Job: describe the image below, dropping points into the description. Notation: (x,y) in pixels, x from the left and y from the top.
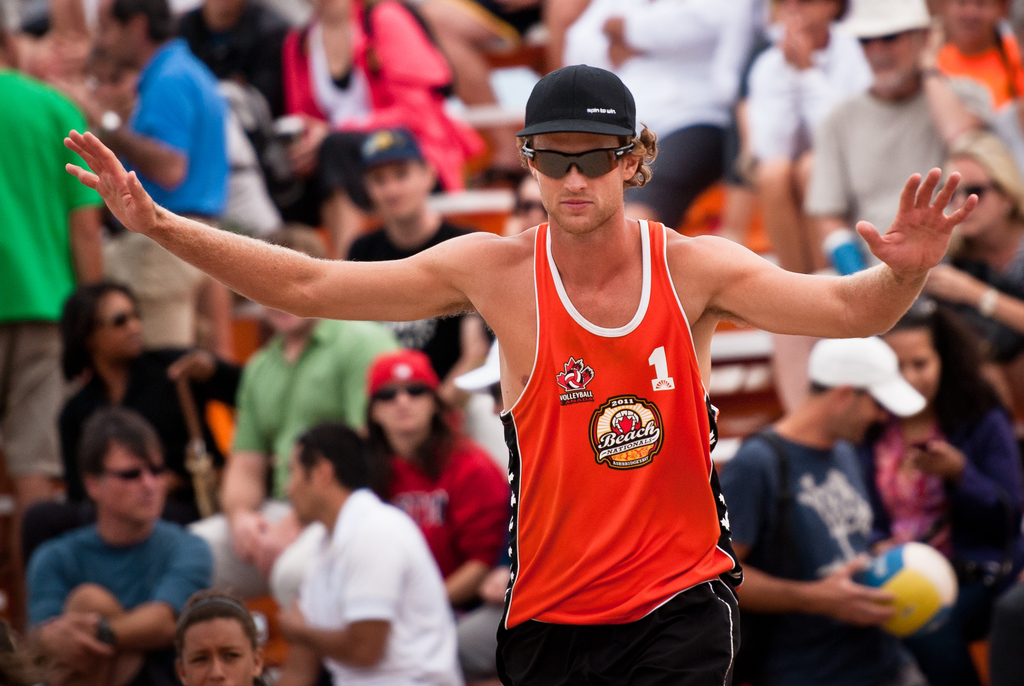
In this image I can see few persons (653,447), some are sitting and some are standing. In front (618,413) the person (633,413) is wearing black, white and red color dress (637,411) and the person (609,123) is also wearing black color cap (531,116).
